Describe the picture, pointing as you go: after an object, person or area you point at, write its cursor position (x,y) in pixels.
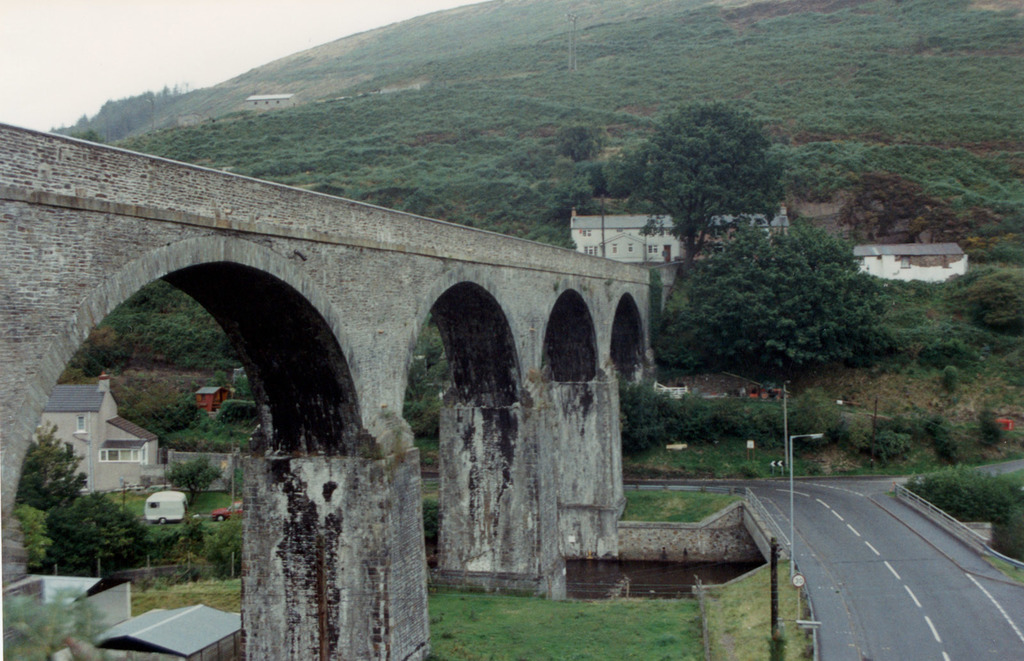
In this image, we can see some trees (707,270) and roof houses (641,250). There is bridge (281,223) and hill (404,108) in the middle of the image (532,272). There is a road (921,576) and pole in the bottom right of the image (866,556). There is a canal (604,584) at the bottom of the image (589,580). There is a sky (157,52) in the top left of the image (169,64).
